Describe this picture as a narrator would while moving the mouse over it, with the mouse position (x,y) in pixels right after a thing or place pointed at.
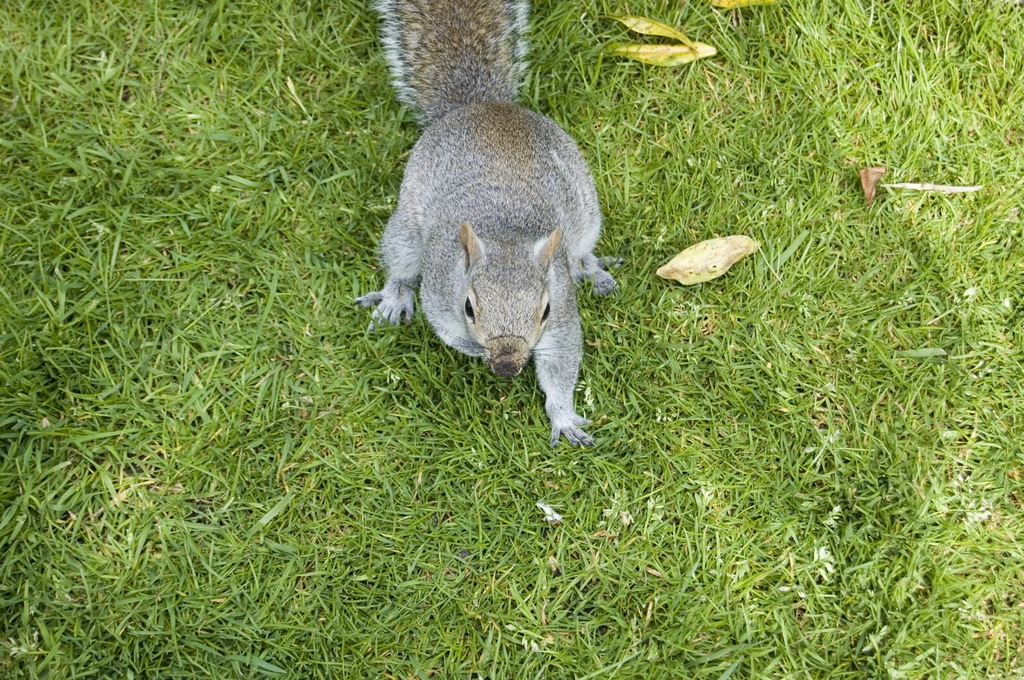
In this image in the center (398,294) there is a squirrel (500,142), and at the bottom (491,520) there is grass (719,172) and some leaves (651,55).
